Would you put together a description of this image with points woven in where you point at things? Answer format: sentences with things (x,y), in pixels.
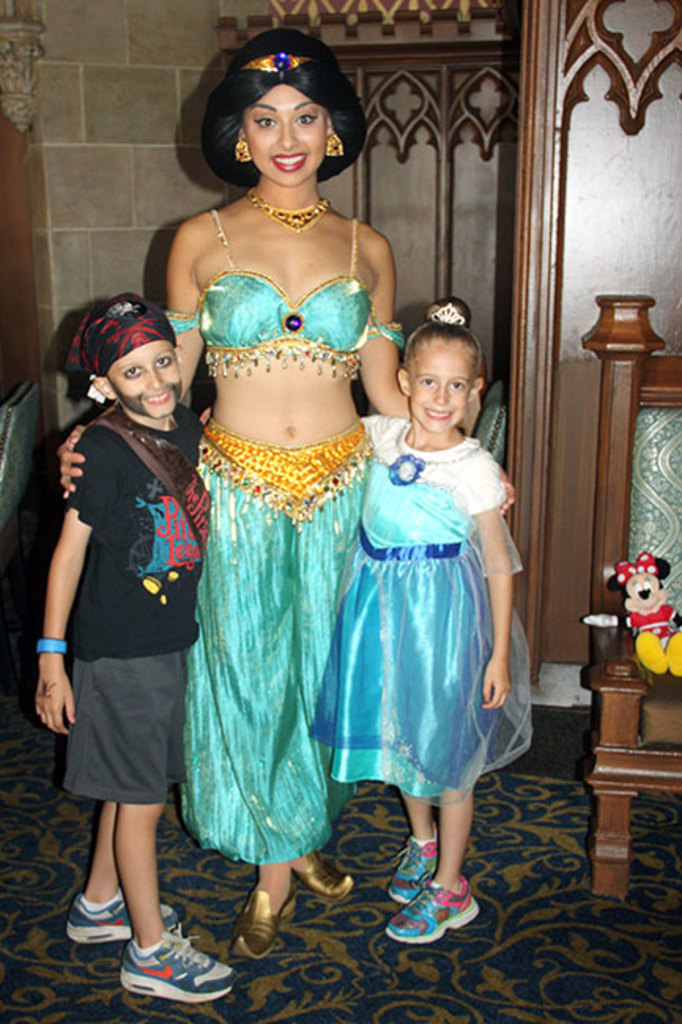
In this picture I can see a woman (347,407), a boy (142,551) and a girl (411,533) standing and I can see a toy (646,613) on the chair (663,482) and a wall (515,81) in the background (412,170).
